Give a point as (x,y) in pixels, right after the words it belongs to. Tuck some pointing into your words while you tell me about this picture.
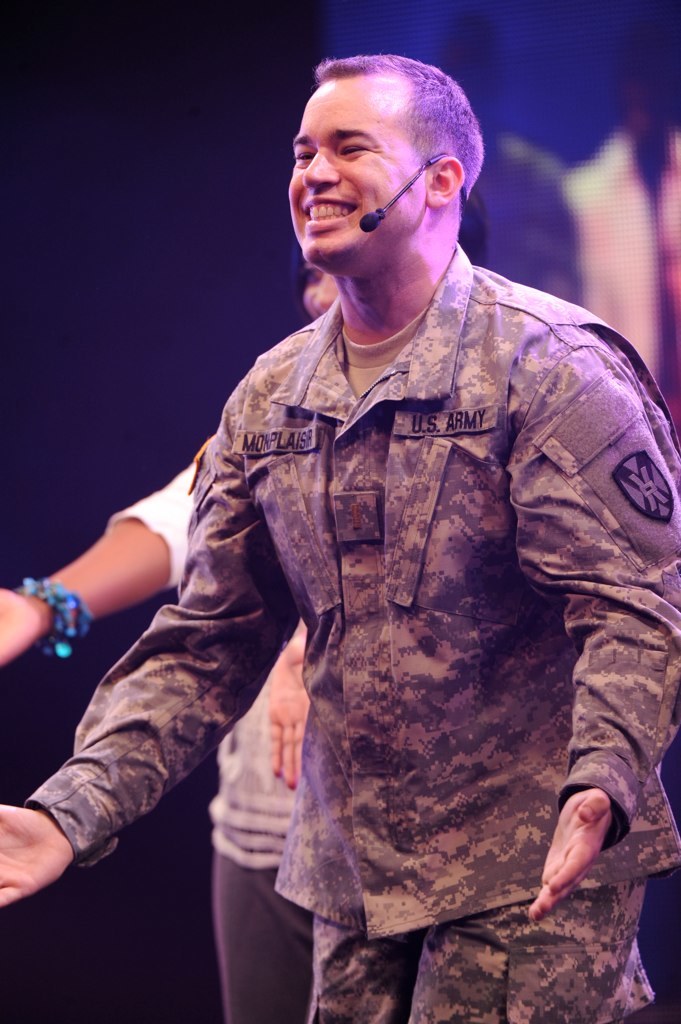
In this picture we can see a man (331,236) wearing a microphone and smiling. We can see a person (281,709) at the back (104,553). Background (79,366) is blurry.
